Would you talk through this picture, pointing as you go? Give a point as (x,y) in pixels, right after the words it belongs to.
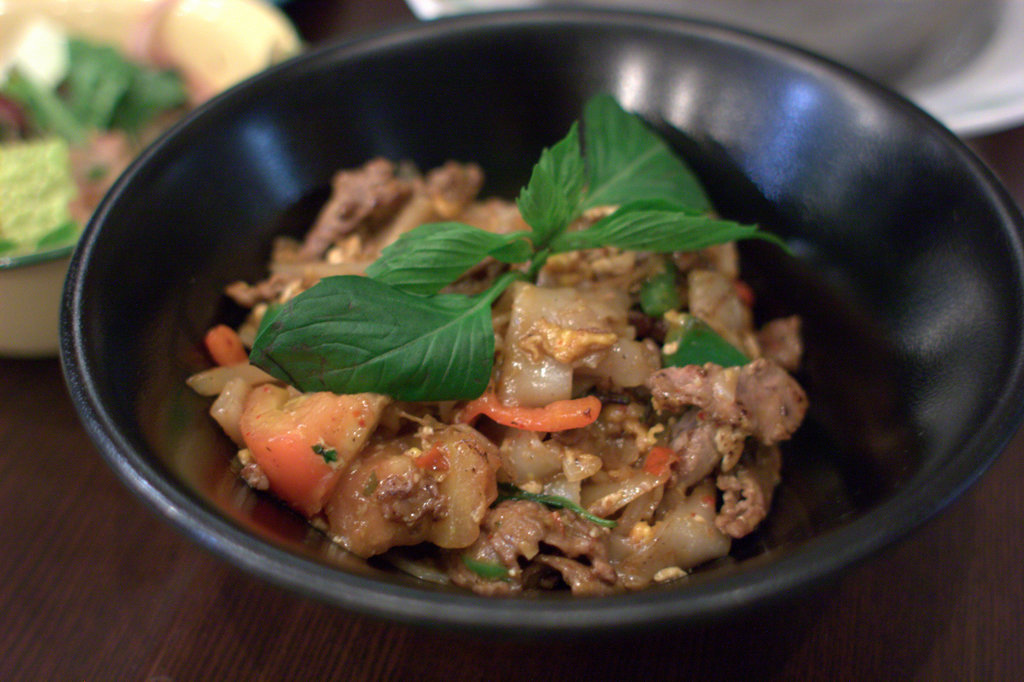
In this image we can see some food item (680,373) which is in black color bowl (299,100) and in the background of the image (53,304) there are some other items (153,108) in bowls (214,85).
